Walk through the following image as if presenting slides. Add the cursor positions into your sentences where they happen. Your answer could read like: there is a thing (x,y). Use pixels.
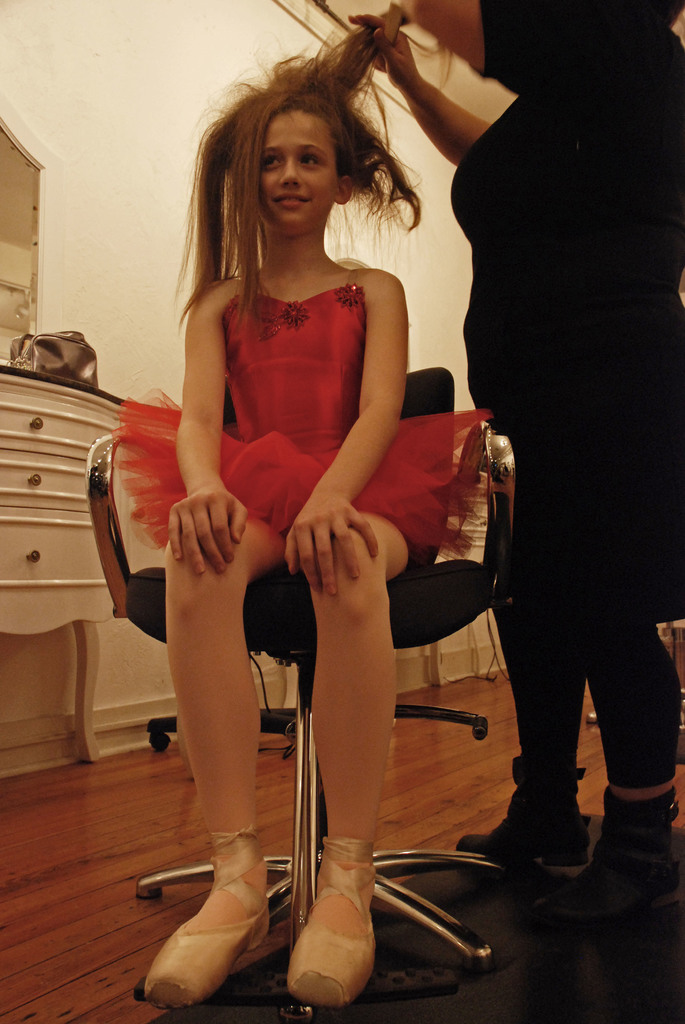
This image consist of a girl (216,650) wearing red dress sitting in a chair (307,893). To the right (584,133), there is a woman (678,249) wearing black dress (550,417) and setting the hair (352,60) of the girl (362,72). To the left (126,152), there is a wall (143,301) and mirror (19,251). At the bottom (93,889), there is a floor (74,917).
